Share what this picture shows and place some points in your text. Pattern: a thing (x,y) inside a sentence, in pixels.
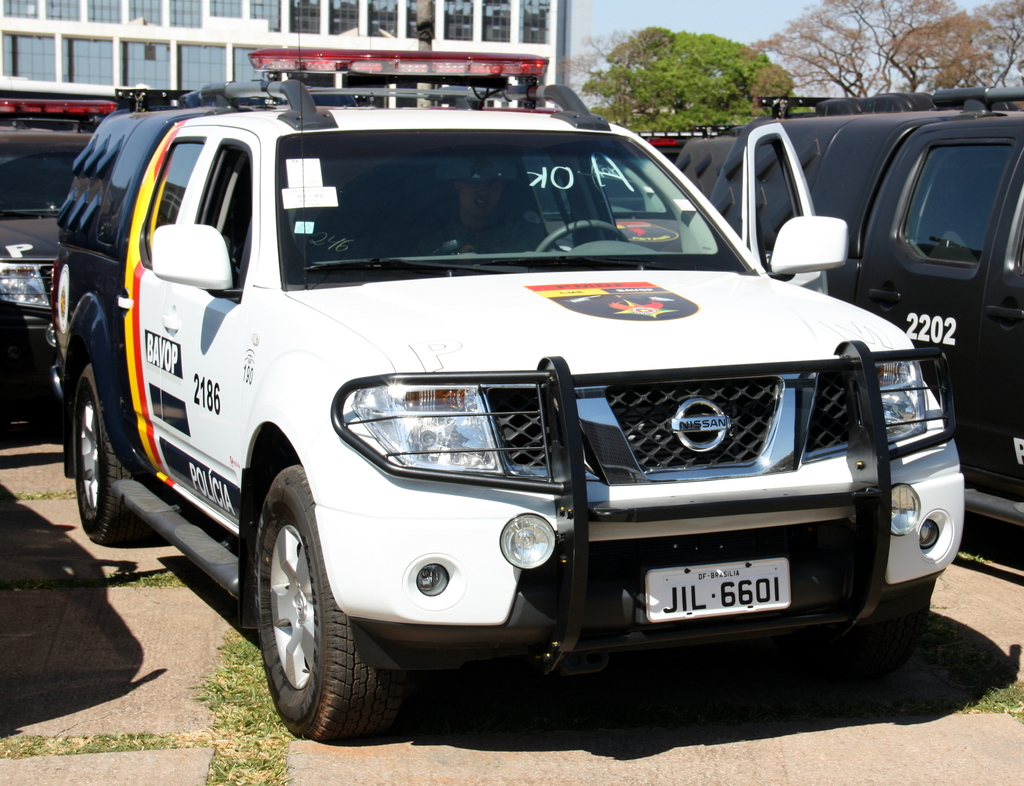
In this picture we can see vehicles (354,701) on the road (591,690) and in the background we can see a building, trees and the sky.
